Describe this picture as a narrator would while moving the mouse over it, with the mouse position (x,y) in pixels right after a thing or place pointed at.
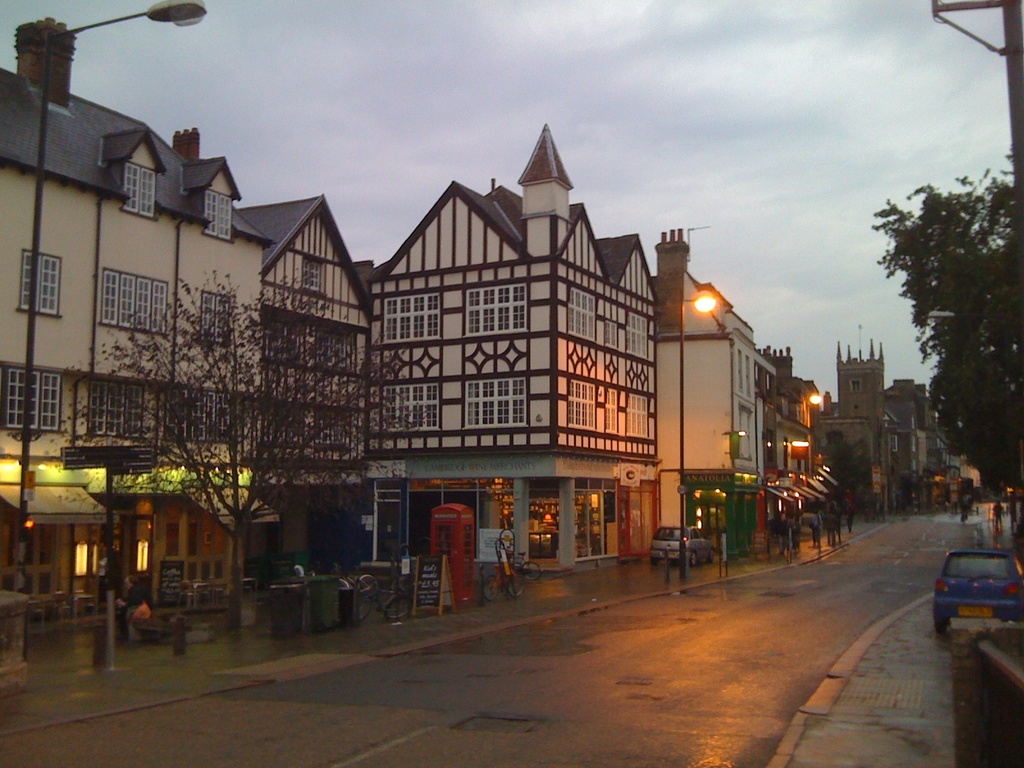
These are the buildings (416,271) with windows (318,272). This looks like a dustbin (351,593). I can see few bicycles (383,605), which are parked. This looks like a telephone booth (470,547). I can see two cars (687,551), which are parked beside the road (805,571). These are the trees (232,417). This looks like a street light (161,11). In the background (783,536), I can see few people (815,537).
